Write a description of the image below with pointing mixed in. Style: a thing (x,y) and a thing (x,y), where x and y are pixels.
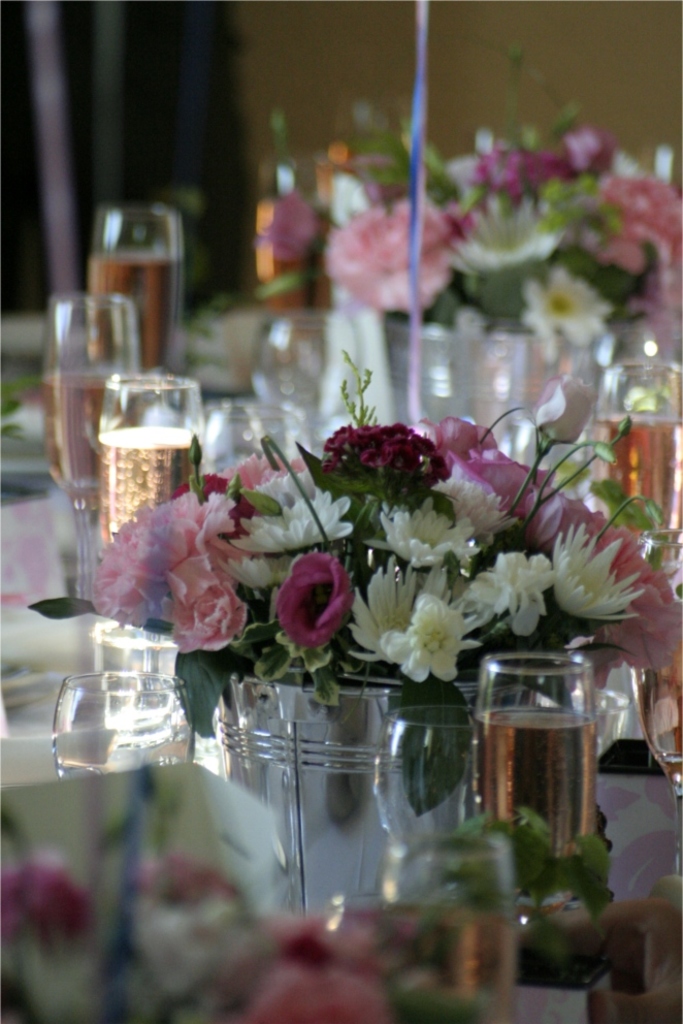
There are some glasses (131,250) filled with pink wine (139,438) and few flower bouquets (391,639) on a table (41,777).
